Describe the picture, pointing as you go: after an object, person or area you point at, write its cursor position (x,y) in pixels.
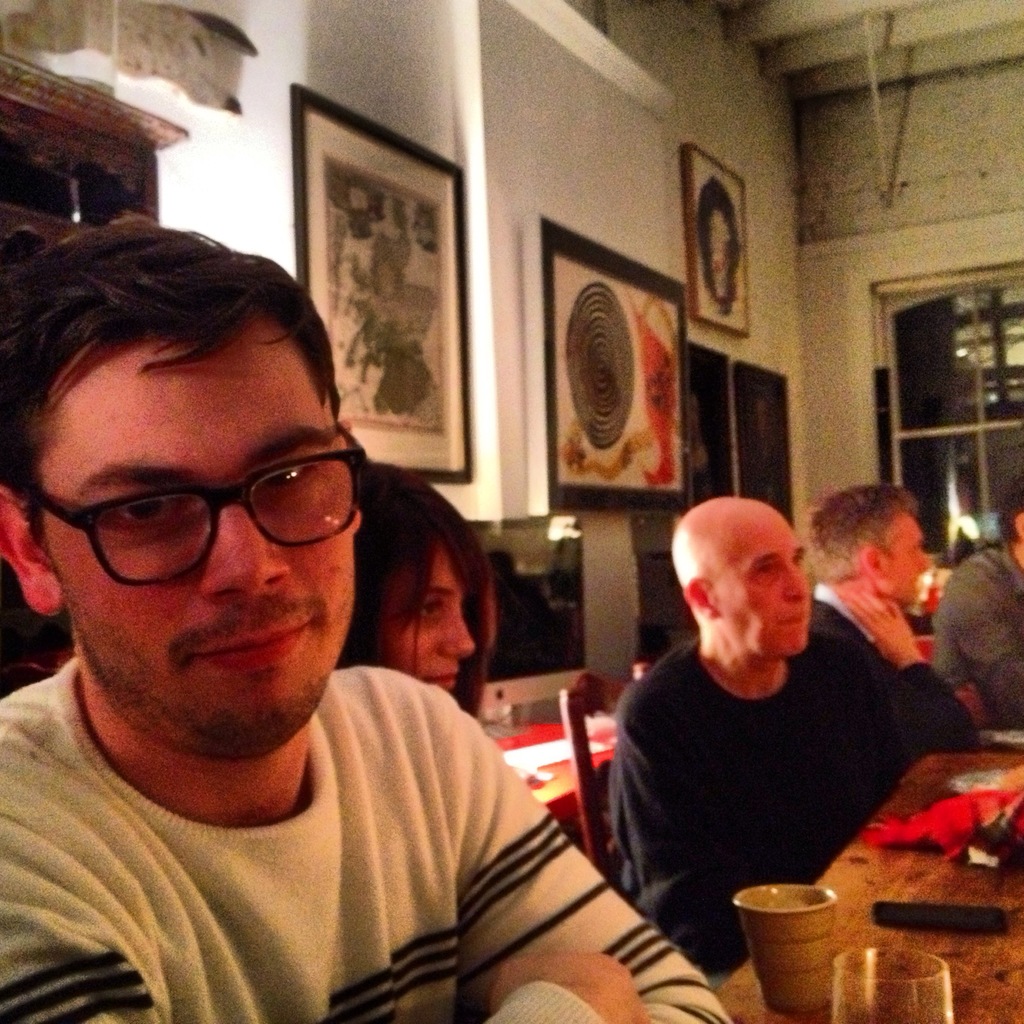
In the picture there is a table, there are many people (762,530) sitting on the table (998,871), there are glasses (810,995) present on the table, behind them there is a wall (799,177), on the wall (763,326) there are many frames (681,360) present, there is a shelf (85,212), there is a glass window (956,438).
